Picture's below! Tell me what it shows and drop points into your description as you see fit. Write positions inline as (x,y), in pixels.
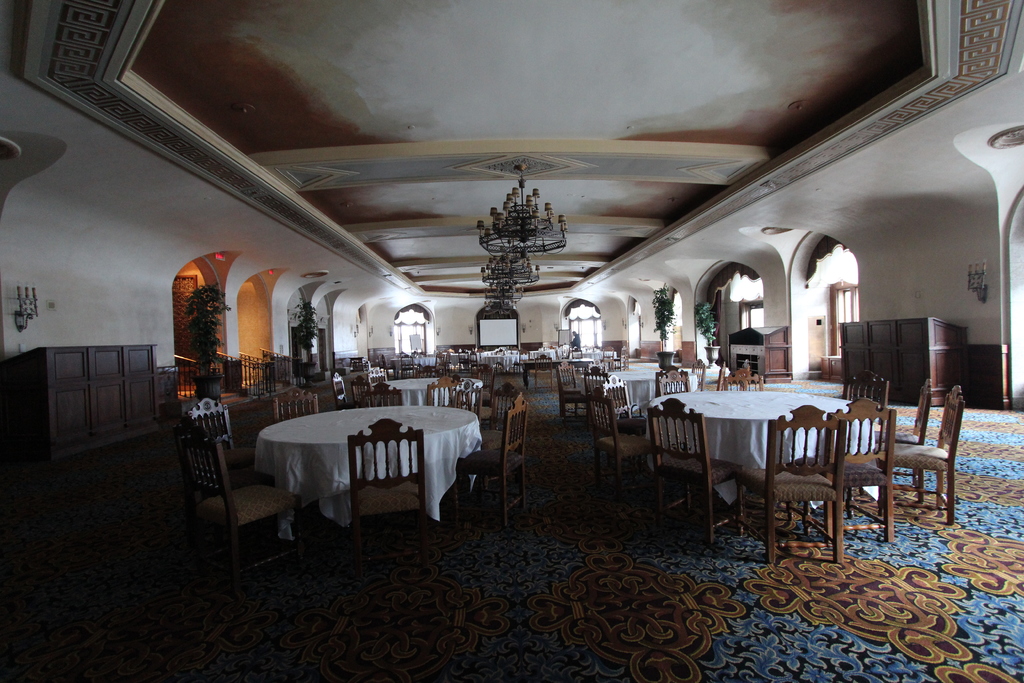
This is the picture of a room (574,352). In this image there are tables (543,350) and chairs (263,500) and tables (448,397) are covered with white color clothes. On the left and on the right side of the image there are plants (198,352) and doors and there are candles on the wall (993,294). At the top (517,196) there are chandelier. At the bottom (809,587) there is a mat (780,595).
